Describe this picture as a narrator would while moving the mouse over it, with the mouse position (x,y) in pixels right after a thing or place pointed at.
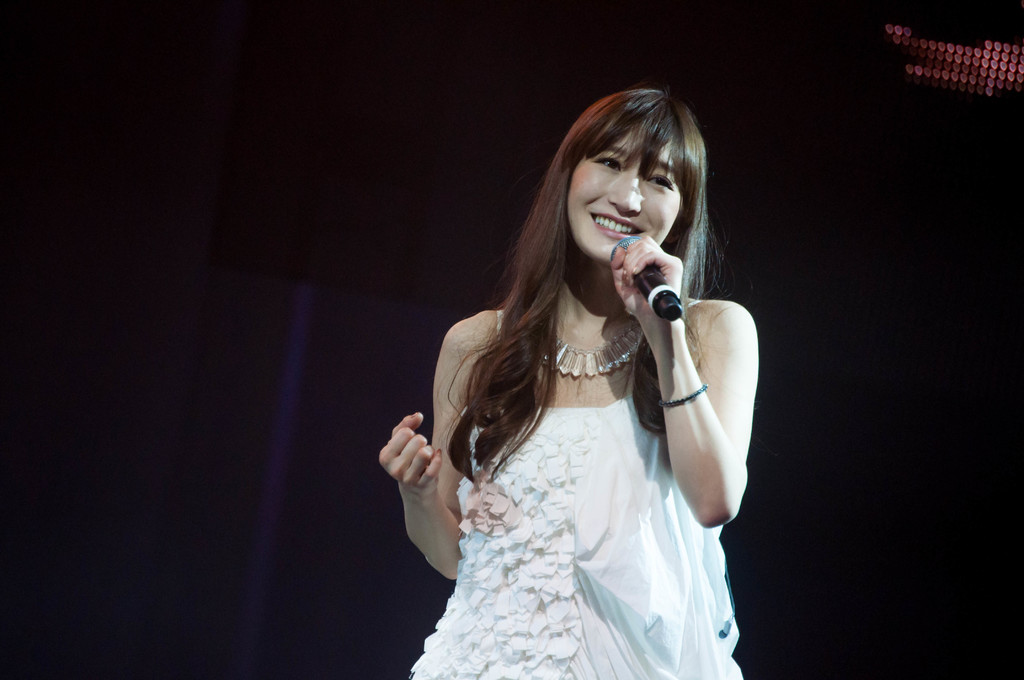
There a pretty lady (672,461) in the image. She is wearing a white dress (560,545) and a beautiful necklace (581,365). She is holding a microphone (643,281) in her left hand (629,295). She is smiling. In the background (445,246) there is a curtain (390,156) and lights (905,46) at the top right corner (966,46).
